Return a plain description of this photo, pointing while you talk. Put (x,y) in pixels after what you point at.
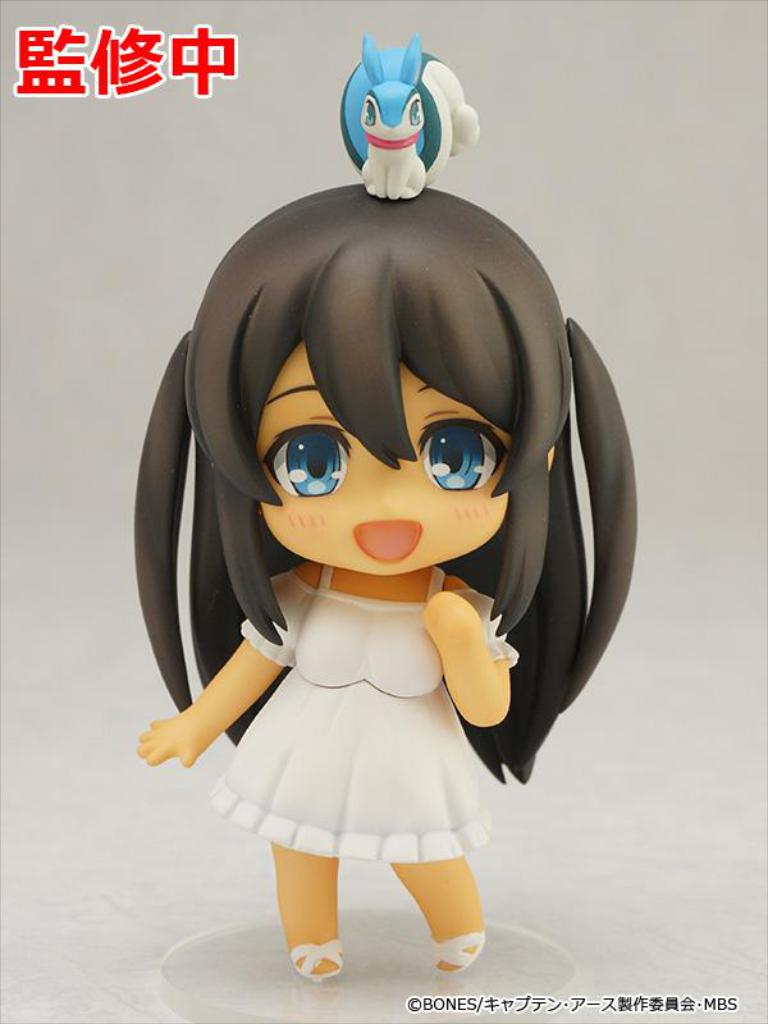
In this image there is a toy of a person (372,687) on a surface (379,949), there is a toy of an animal (399,146), there is text (545,1011) towards the bottom of the image (601,1000), there is text (150,65) towards the top of the image (92,48), the background of the image (69,693) is white in color.
